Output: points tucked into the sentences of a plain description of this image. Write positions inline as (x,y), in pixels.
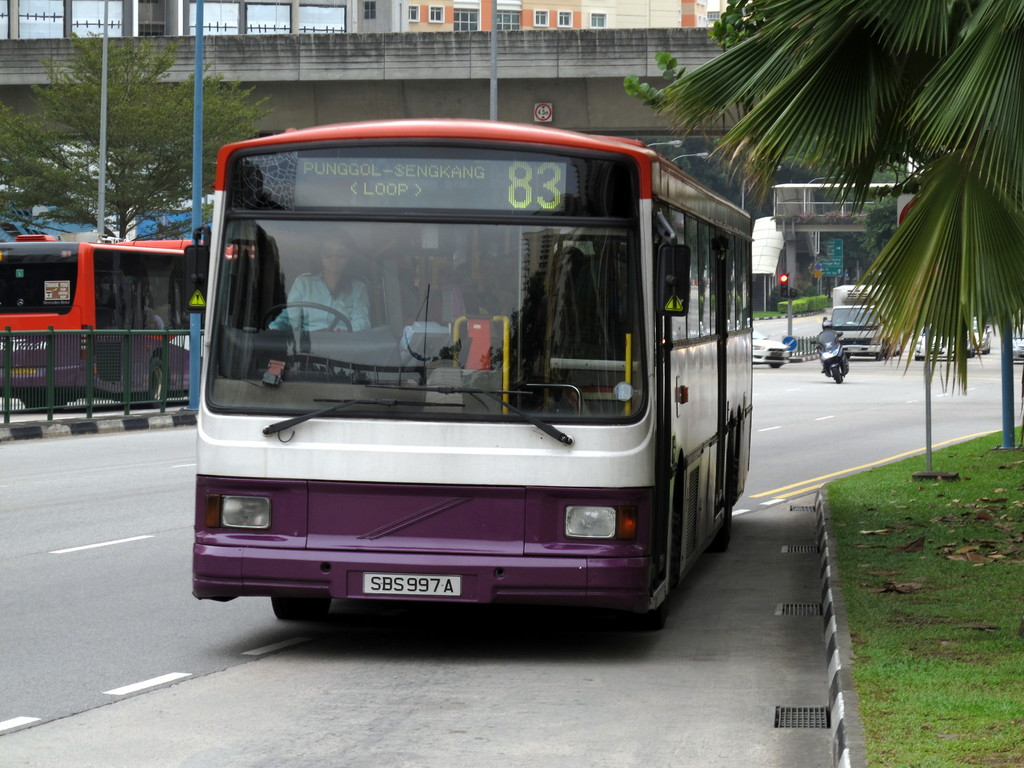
This image consists of vehicles (664,447) moving on the road (853,398). In the front (389,409), we can see a bus (738,494). At the bottom (120,687), there is a road (268,613). On the right (885,472), there is green grass (940,594) and a tree (835,138). In the background (314,55), there is a bridge (516,66) and we can see a building (472,21).
